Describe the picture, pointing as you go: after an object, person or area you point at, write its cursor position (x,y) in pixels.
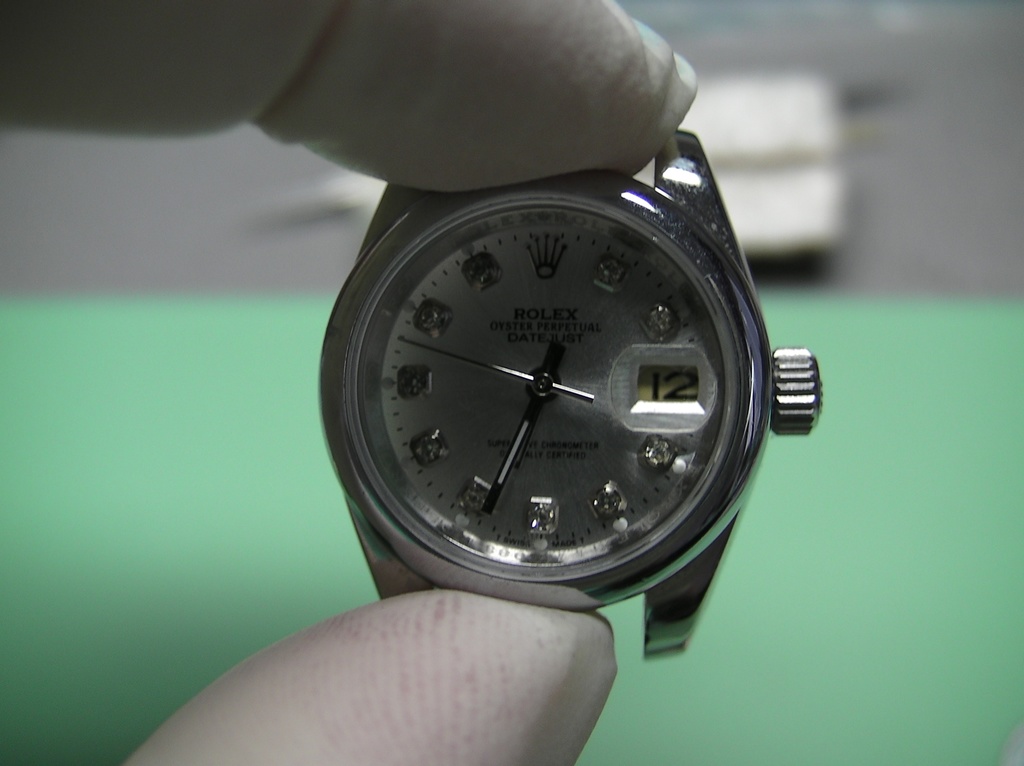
In this image we can see the fingers (250,109) of a person (97,54) holding a bezel (680,531) on a watch (675,345). The background (872,661) is blurry.
